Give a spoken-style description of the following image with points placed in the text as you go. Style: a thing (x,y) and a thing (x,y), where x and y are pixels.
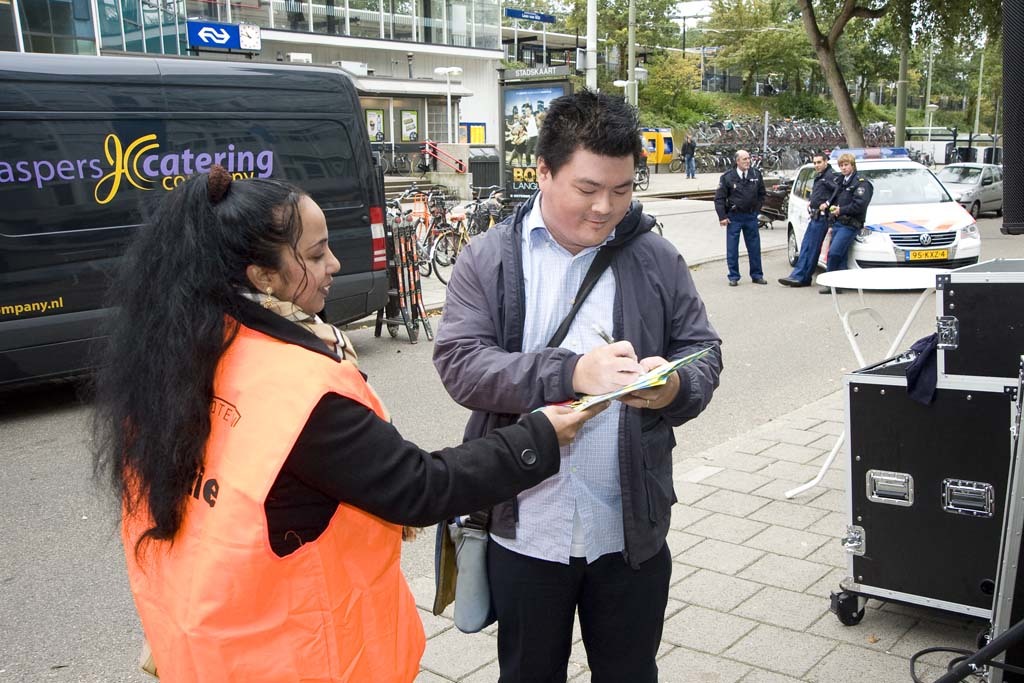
In this picture we can see a person (575,355) writing on a paper (626,389). There is a woman (391,439) holding a paper (664,383). We can see few vehicles (888,252) and some people (756,184) on the path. There is a building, few boards (503,185) on the poles (899,37) and some trees (899,37) in the background (960,54).
